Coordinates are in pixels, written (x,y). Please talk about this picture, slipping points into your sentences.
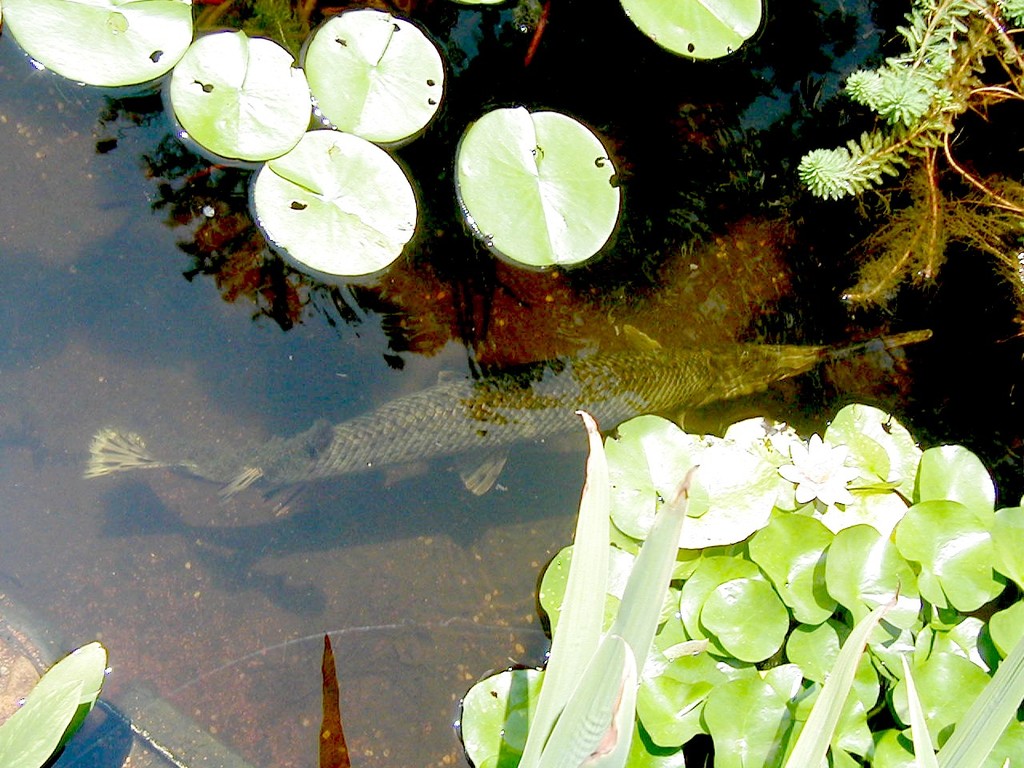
In this picture we can see a fish (99,459) in the water (394,472). On the bottom (959,687) we can see leaves (748,557). On the top right (818,172) there are grass (853,173). Here we can see tree (728,143) and sky (785,119) in the water reflection (701,295).
